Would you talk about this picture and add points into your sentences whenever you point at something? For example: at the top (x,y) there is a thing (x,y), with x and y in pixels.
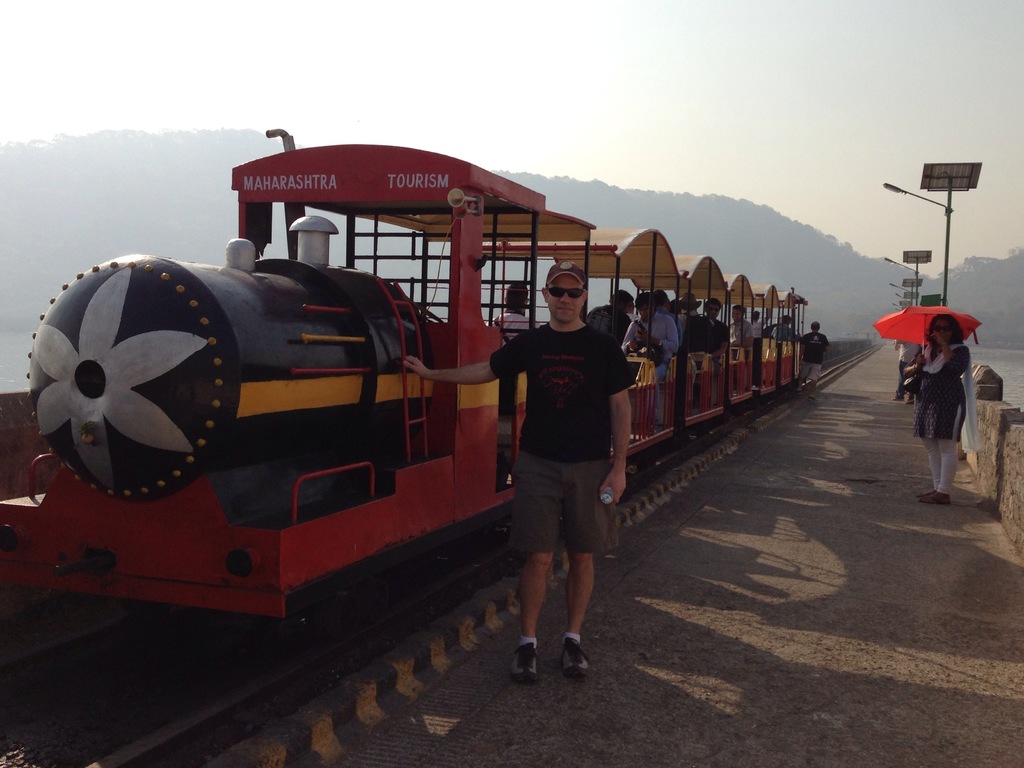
This image is taken outdoors. At the top of the image (463,111) there is a sky (846,121) with clouds (880,140). In the background (834,296) there are many trees (37,275). In the middle of the image (346,342) there is a train (247,513) standing on the track (211,644). A few people (628,331) are sitting in the train (709,356). A man (548,355) is standing on the road (546,711). On the right side of the image (947,283) there are many poles (944,300) with street lights (909,269) and there are solar panels (913,284). A few (908,351) are standing on the road (893,383) and a woman (915,371) is holding an umbrella (901,322) in her hands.
